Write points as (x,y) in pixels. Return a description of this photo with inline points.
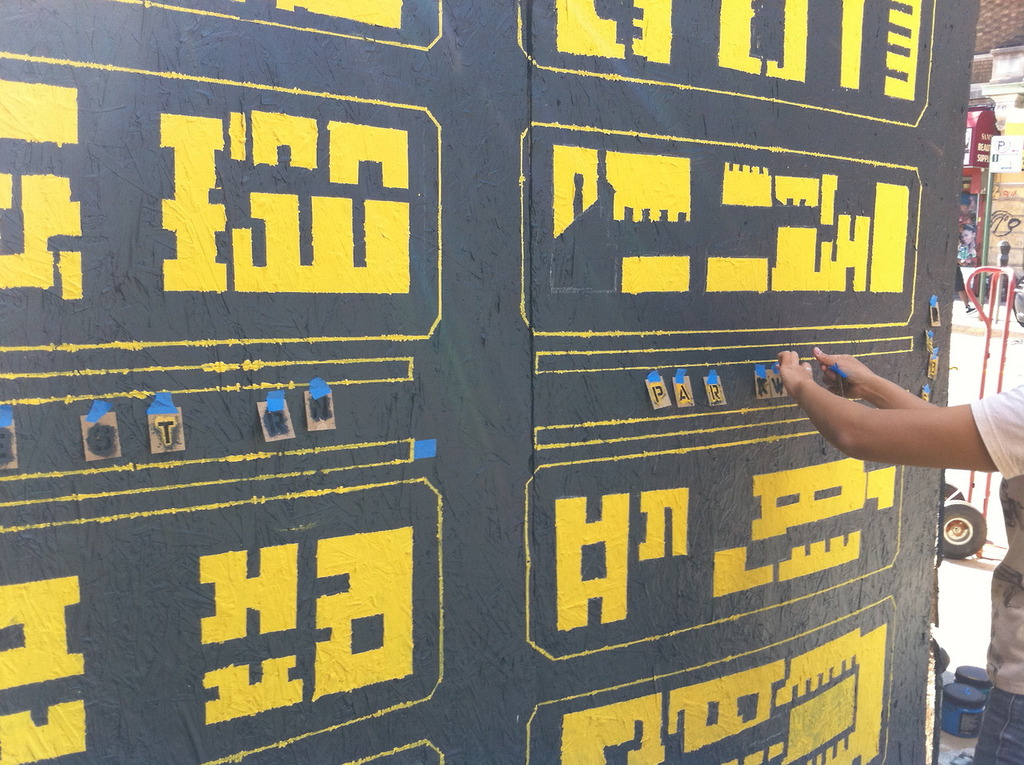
In the center of the image (408,299) there is a wall (377,366). On the right side of the image (904,447) there is a road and person (917,426) standing on the road (950,744).
